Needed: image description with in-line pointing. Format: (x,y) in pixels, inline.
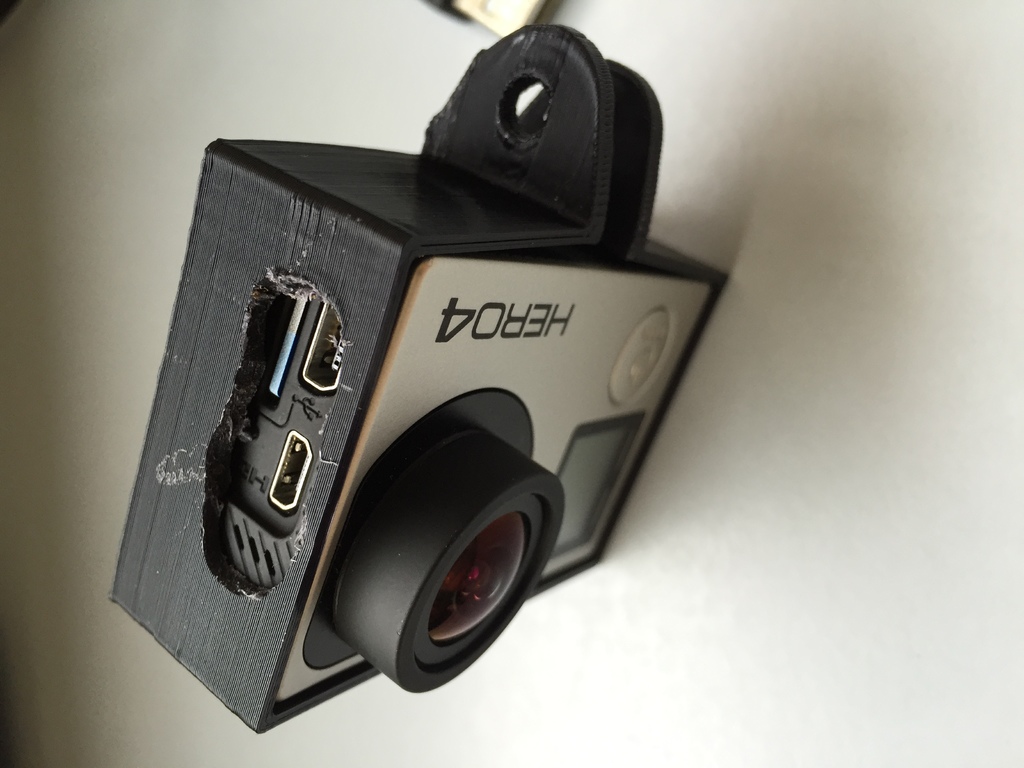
There is a camera (474,403) with something written on that. It is on a white surface (697,450).
